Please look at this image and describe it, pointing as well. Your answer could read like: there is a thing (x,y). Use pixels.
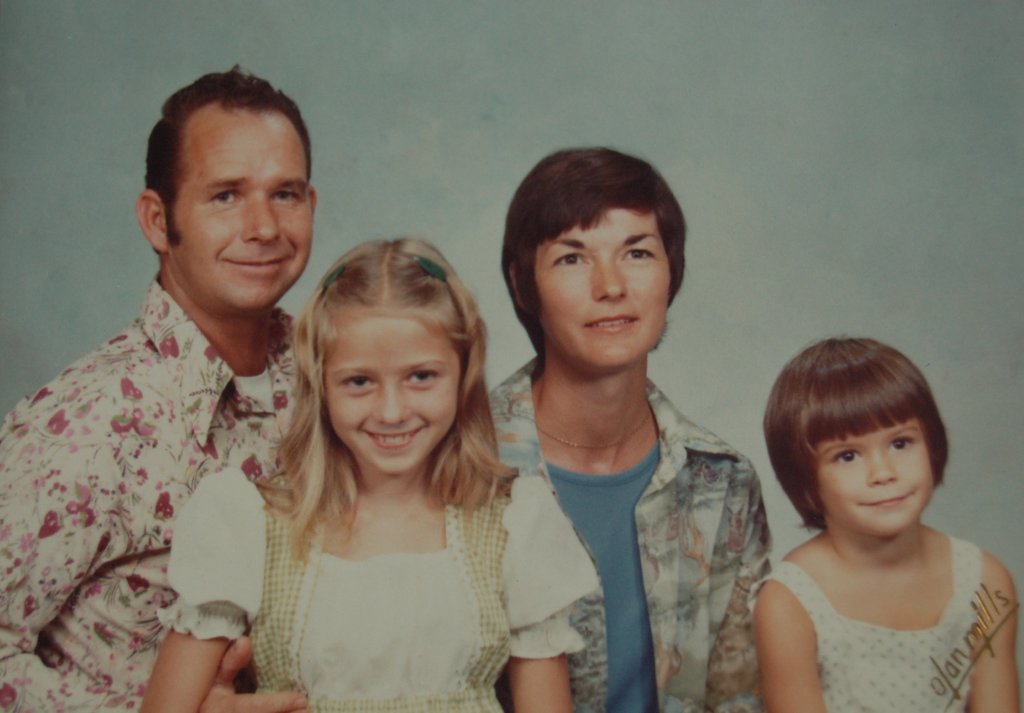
In this picture we can see four people (463,365), few are smiling, in the bottom right hand corner (985,614) we can see some text (948,661).
